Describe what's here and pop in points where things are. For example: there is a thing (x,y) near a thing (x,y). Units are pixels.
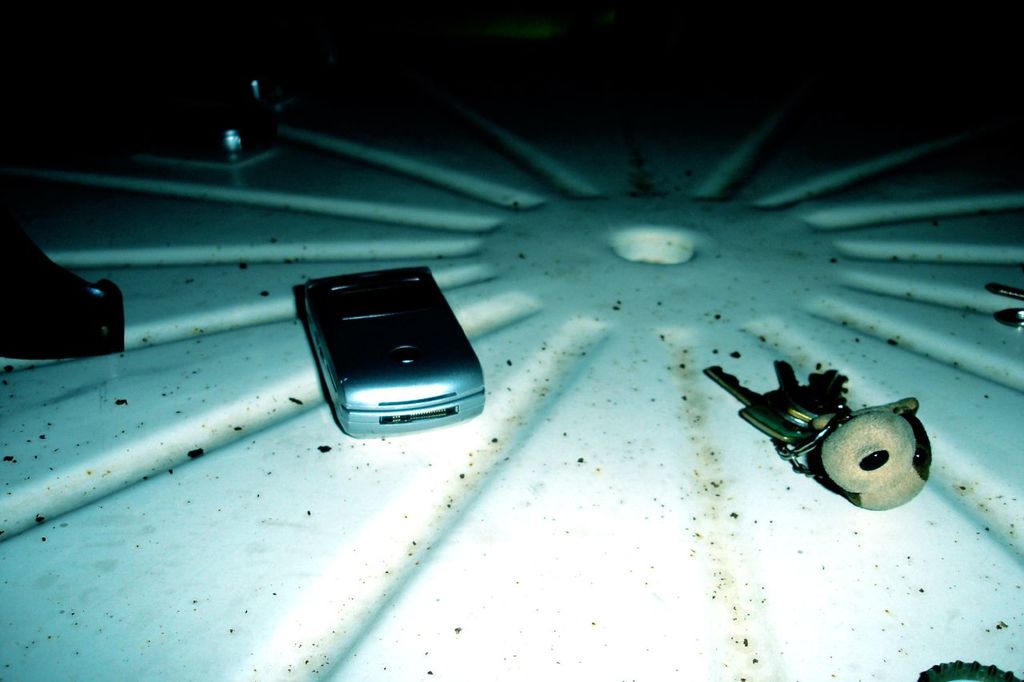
In the center of this picture (397,357) we can see a mobile phone (399,376), keys (758,412), key chain (881,453) and some other objects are placed on a white color object (653,291). The background of the image (369,32) is very dark.
